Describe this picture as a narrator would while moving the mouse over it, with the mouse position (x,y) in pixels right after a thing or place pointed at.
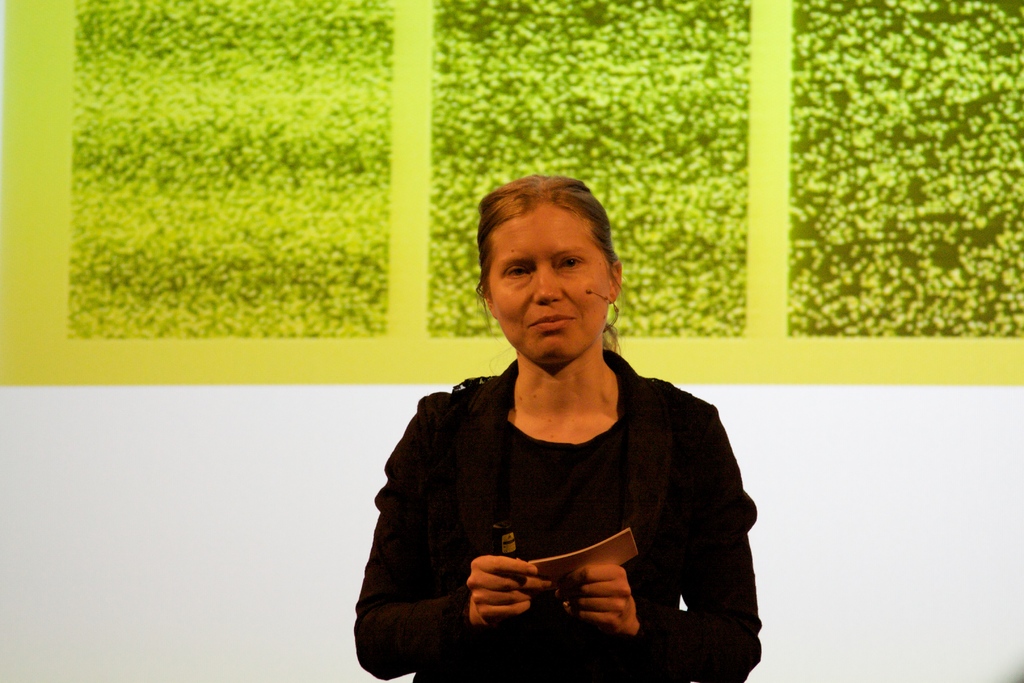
In this image in the front (523,457) there is a woman (544,484) standing and holding a card (566,565) in her hand (526,561) and there is a black colour object (501,533) in her hand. In the background (311,305) there is a wall (321,482), on the wall (345,397) there is a green colour object (375,165).
